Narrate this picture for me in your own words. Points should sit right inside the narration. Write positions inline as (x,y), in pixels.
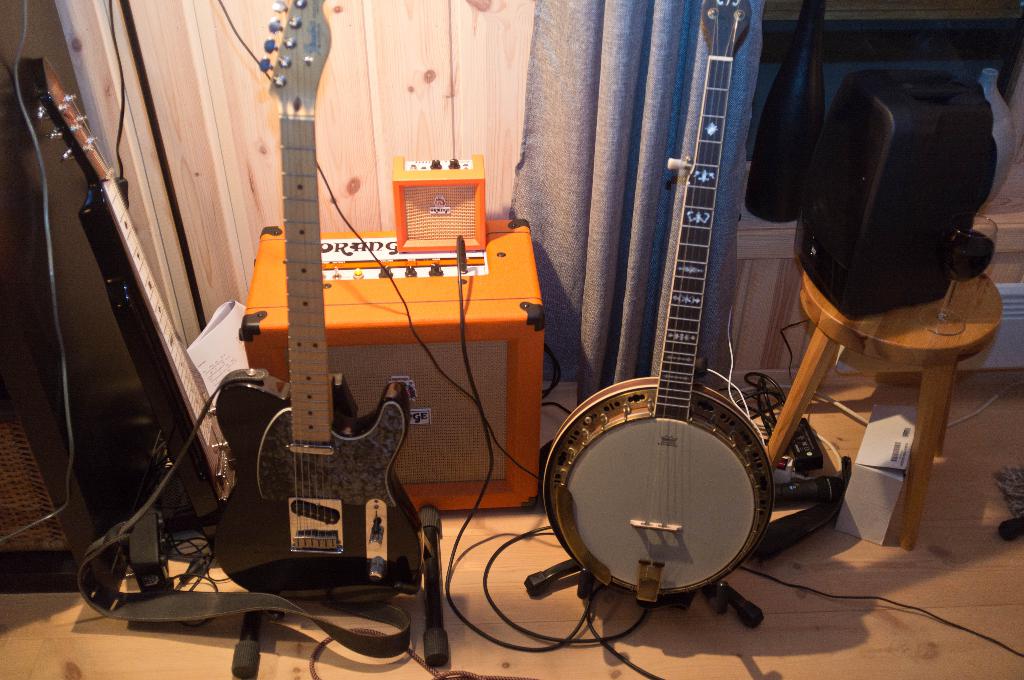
We can guitars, cable (451,578), musical instruments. On the background (560,59) we can see curtain (621,96). This is table (941,369). On the table (939,369) we can see speaker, glass (967,243). This is floor (956,587).
